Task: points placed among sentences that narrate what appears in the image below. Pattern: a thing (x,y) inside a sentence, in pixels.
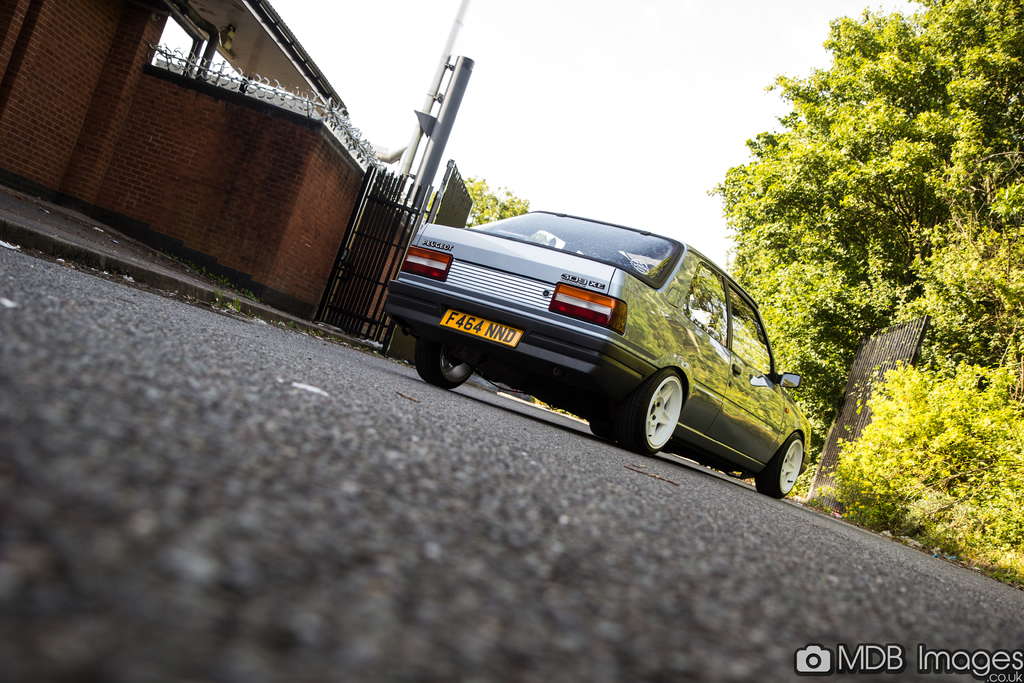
In the picture there is a car (644,423) kept on road (488,463) and in the left side (172,191) there is a brick wall fencing (289,215). In the right side (812,238) there are plenty of trees (745,259) in front of the car (639,355).
